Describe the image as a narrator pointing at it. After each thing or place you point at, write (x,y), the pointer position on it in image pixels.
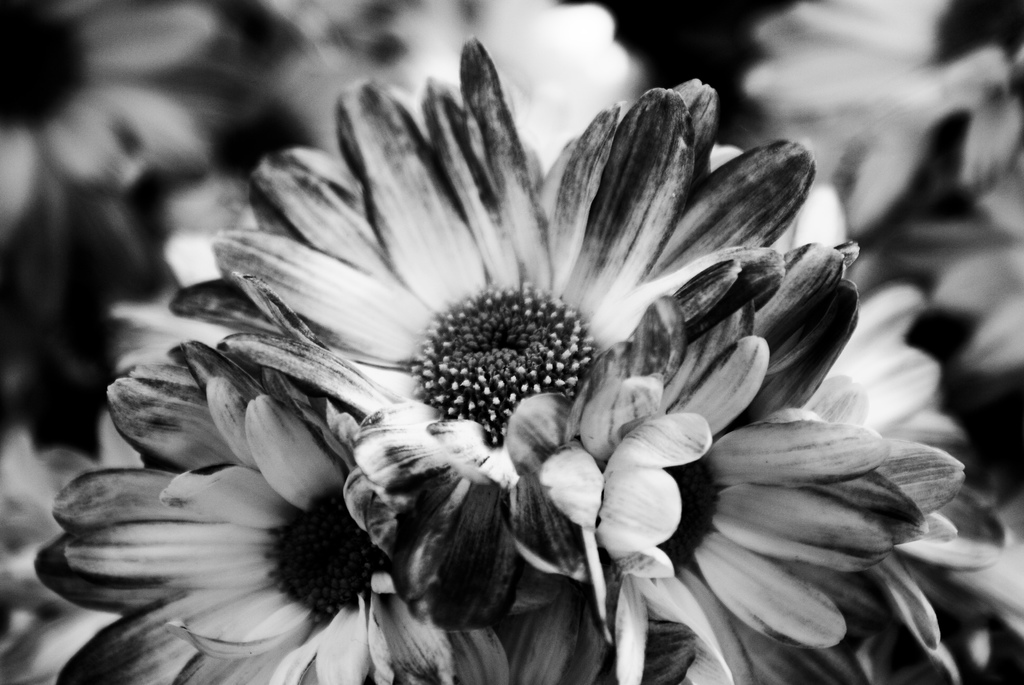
In this image we can see flowers (565,479).
